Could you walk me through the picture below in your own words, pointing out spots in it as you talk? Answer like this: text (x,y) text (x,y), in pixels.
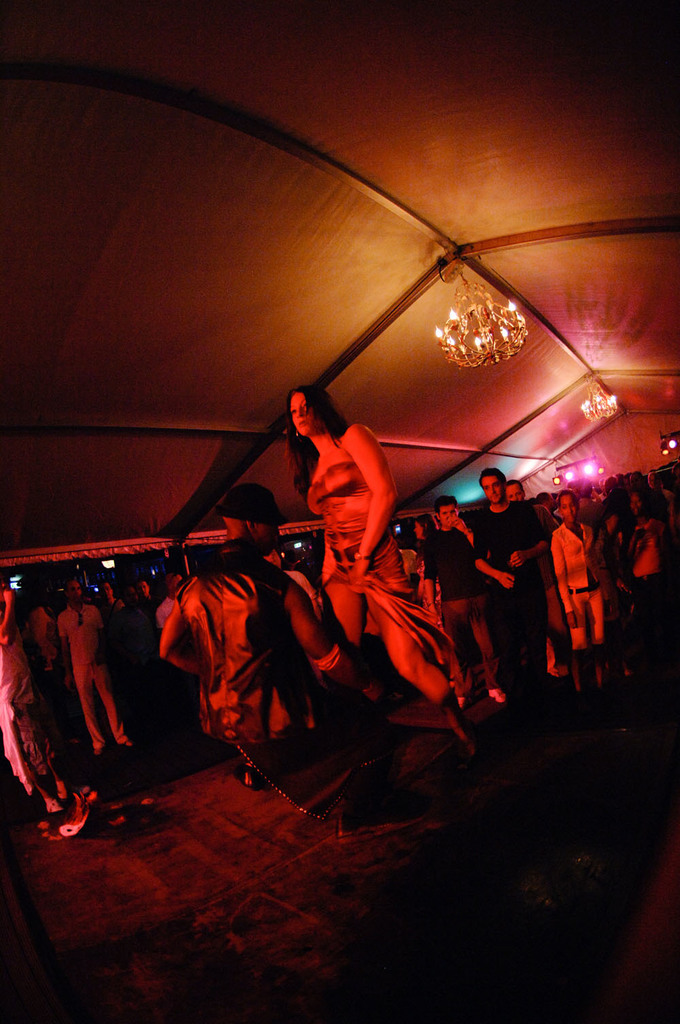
In the image there are few men (493,576) and women (348,634) standing and walking on the land (267,832) and above there are chandeliers (519,345) to the ceiling (344,329).
